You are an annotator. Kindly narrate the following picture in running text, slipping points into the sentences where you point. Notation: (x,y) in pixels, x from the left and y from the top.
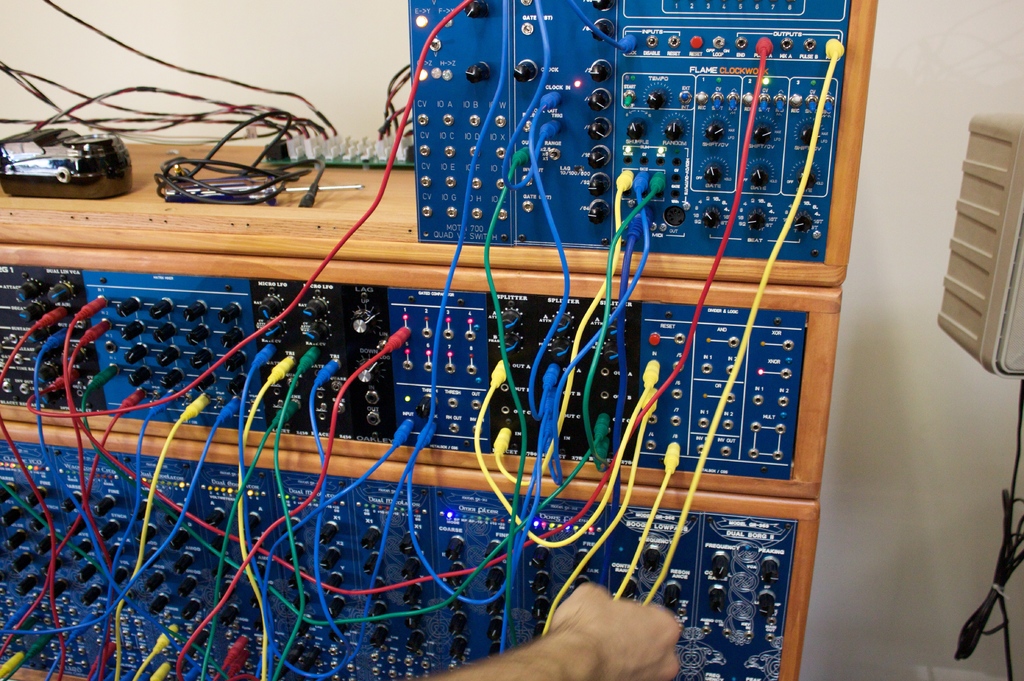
In this picture I can see electrical switch boards (591,110) arranged in wooden cupboard (473,262) and a person (626,612) holding a wire (589,555) at the bottom of the picture (574,647).
